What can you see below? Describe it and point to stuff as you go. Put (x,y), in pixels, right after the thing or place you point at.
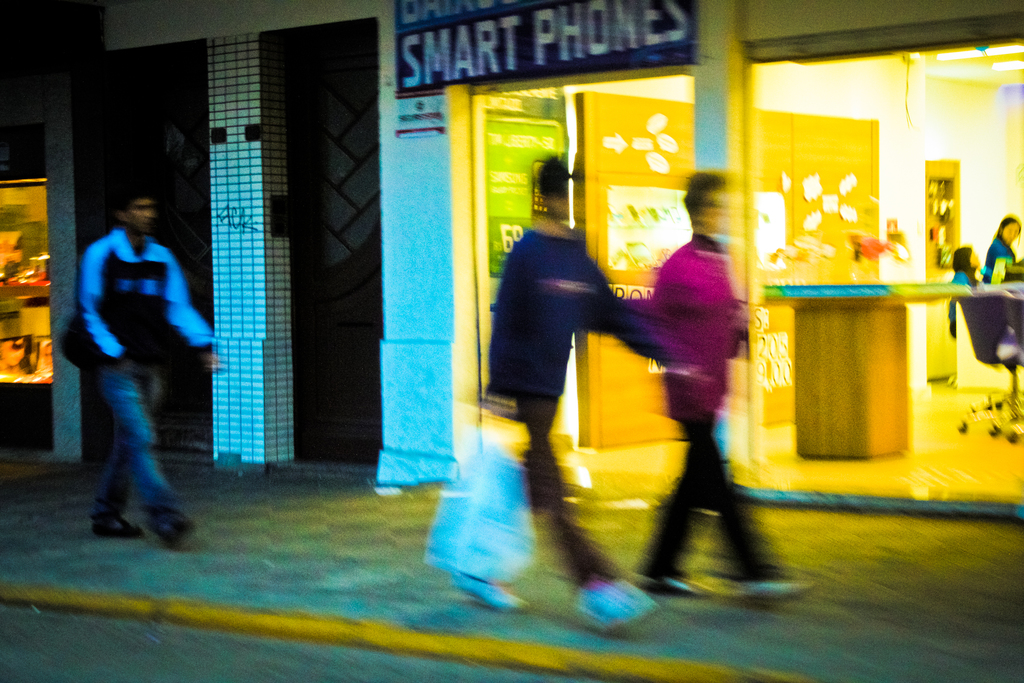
In front of the picture, we see three men (494,394) are walking on the footpath (716,542). Beside that, we see the buildings (451,255) and the glass door (771,406) from which we can see the table (799,367), wall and a board (848,282) on which many posters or stickers (762,222) are pasted. Beside that, we see a board (524,184) in green color with some text (507,189) written on it. On the right side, we see two women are standing. At the top (452,80), we see the board (494,45) in blue color with some text (517,67) written on it. On the left side (157,144), we see a building (82,220) and it looks like a shop (2,288). This picture is blurred.
